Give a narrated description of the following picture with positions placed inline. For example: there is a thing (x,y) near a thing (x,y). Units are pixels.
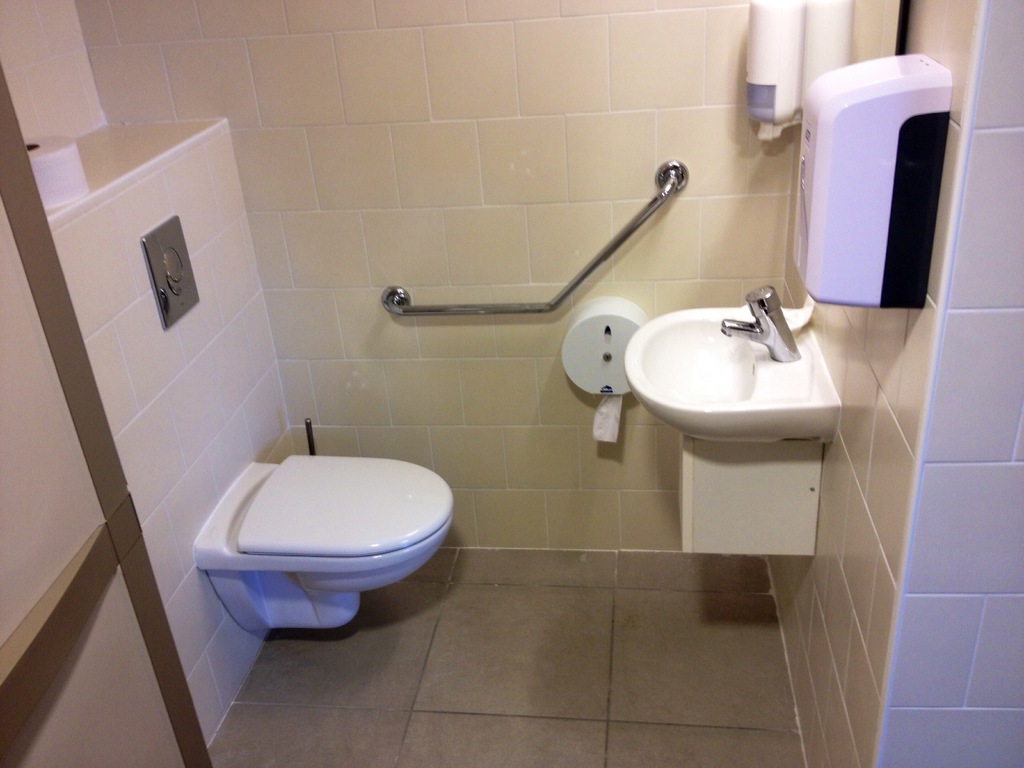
This picture is taken inside the room (625,498). In this image, on the left side (44,184), we can see a toilet (391,511) and tissues (49,196). On the right side (795,400), we can see a wash basin (795,430), hand sanitizer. In the background (603,373), we can see a tissue roll (603,365) and a metal rod (494,312).
